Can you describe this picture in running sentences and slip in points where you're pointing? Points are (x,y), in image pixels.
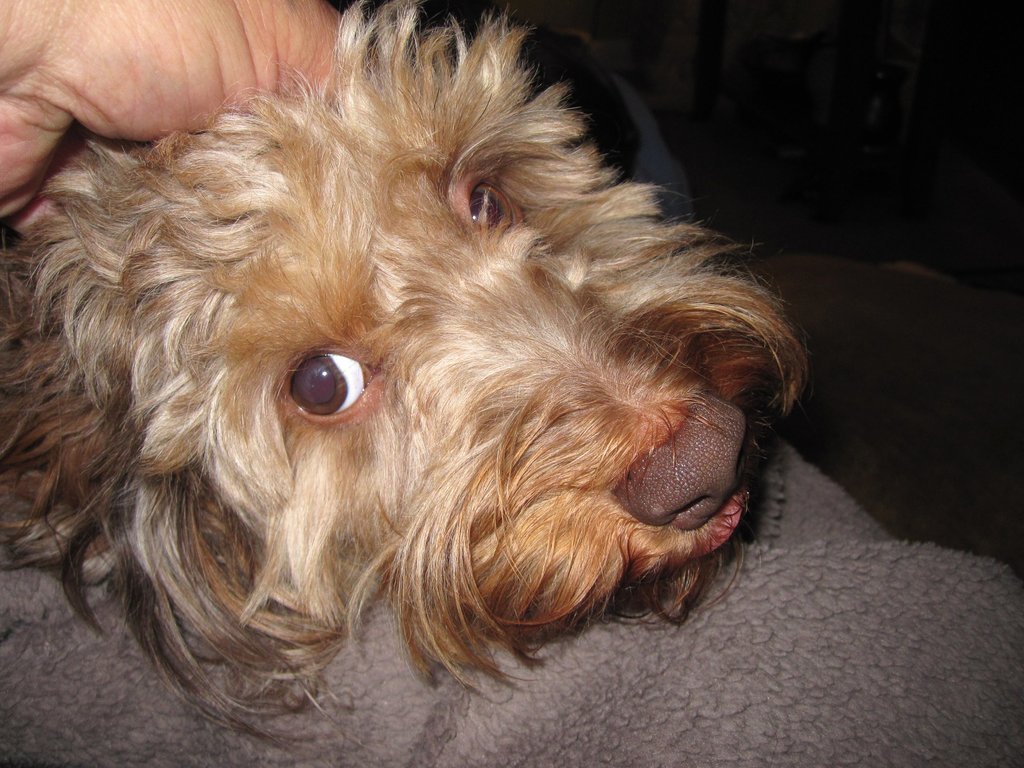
In this image we can see a brown color dog (316,486). Top left of the image (83,97) one hand (114,68) is there.
